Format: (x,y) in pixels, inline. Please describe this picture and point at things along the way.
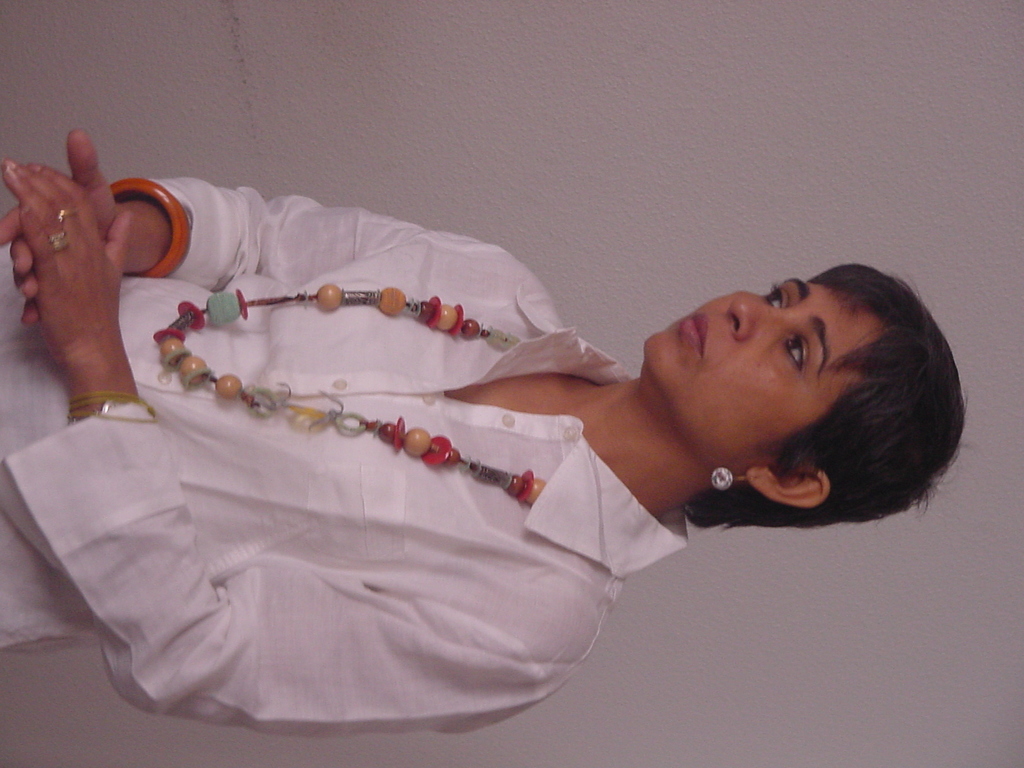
In this image I can see a person (314,502) standing wearing white shirt (423,520). The person (427,496) is also wearing chain (426,436), at the background (482,96) I can see wall (462,119) in white color.
